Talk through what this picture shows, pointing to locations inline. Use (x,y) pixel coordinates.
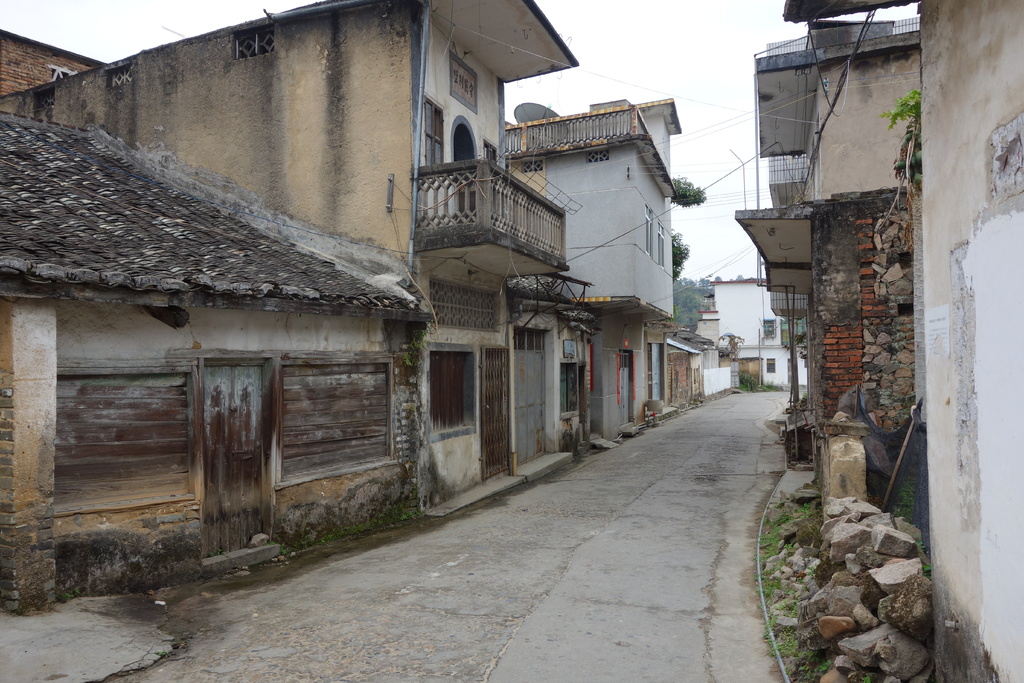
In this picture we can see the path (703,537), stones (838,572), buildings (506,348) with windows (519,337), doors (488,353) and some objects (791,346) and in the background (676,253) we can see trees (677,266) and the sky (667,16).
